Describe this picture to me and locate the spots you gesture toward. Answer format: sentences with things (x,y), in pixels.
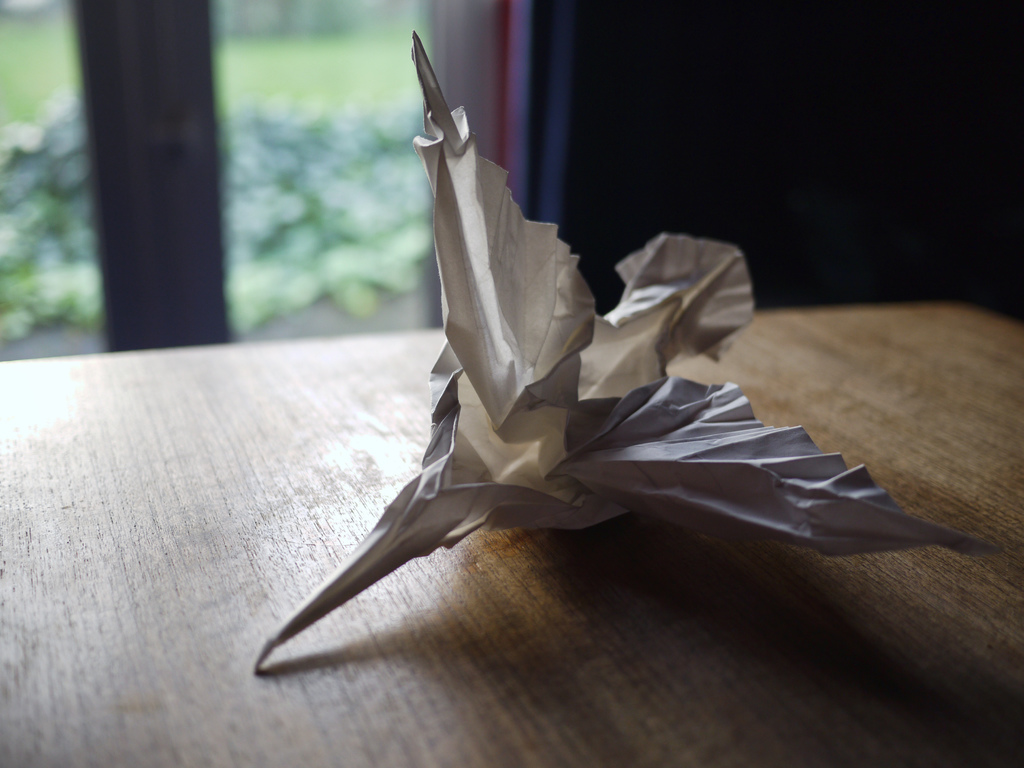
In this image in the front (571,457) there is a paper (547,406). In the background (298,133) there is a window (293,201) and behind the window (302,193) there's grass (291,84) on the ground (334,65) and there are plants (337,170).
